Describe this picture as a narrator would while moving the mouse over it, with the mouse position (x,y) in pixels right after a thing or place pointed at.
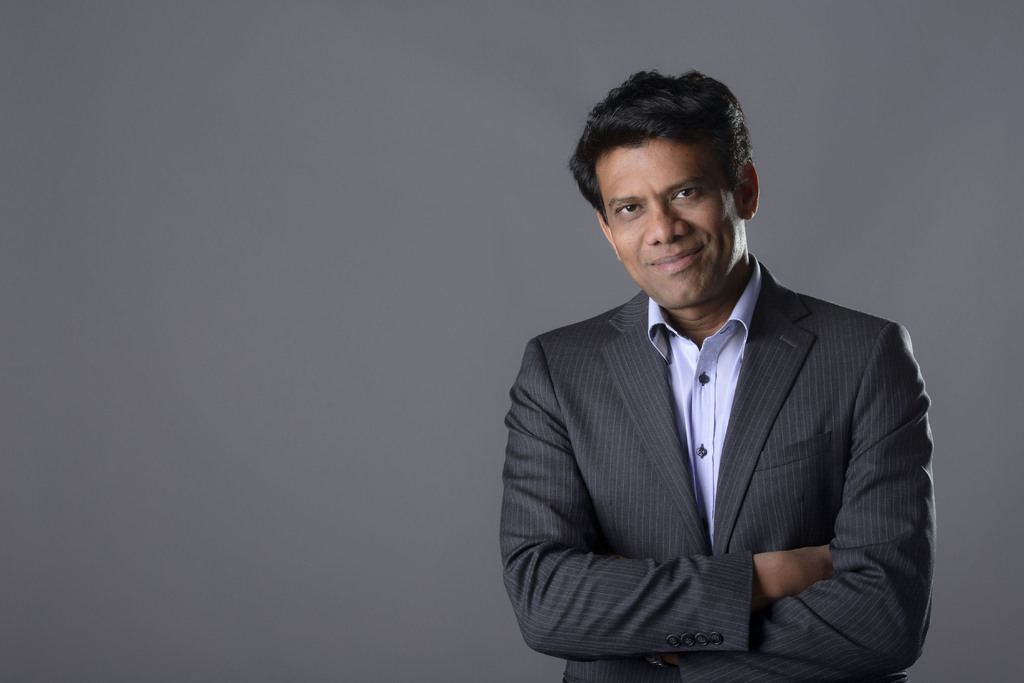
In this picture I can see a man (670,250) standing with a smile on his face (641,247) and I can see plain background (13,87) and man (649,448) wore a coat (648,476).
